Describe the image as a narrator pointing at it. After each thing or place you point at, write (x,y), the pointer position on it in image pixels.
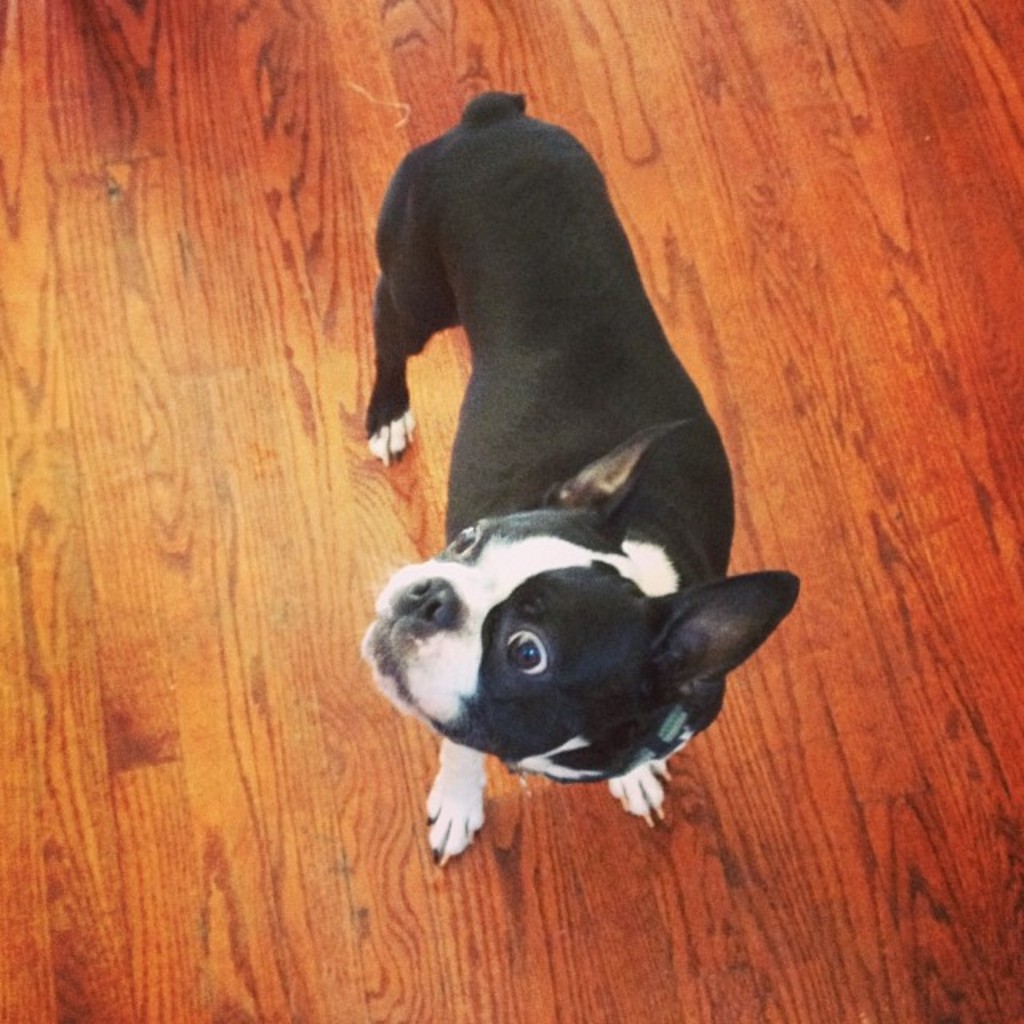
In this picture, we can see a black dog (556,386) is standing on the wooden floor (244,898).
